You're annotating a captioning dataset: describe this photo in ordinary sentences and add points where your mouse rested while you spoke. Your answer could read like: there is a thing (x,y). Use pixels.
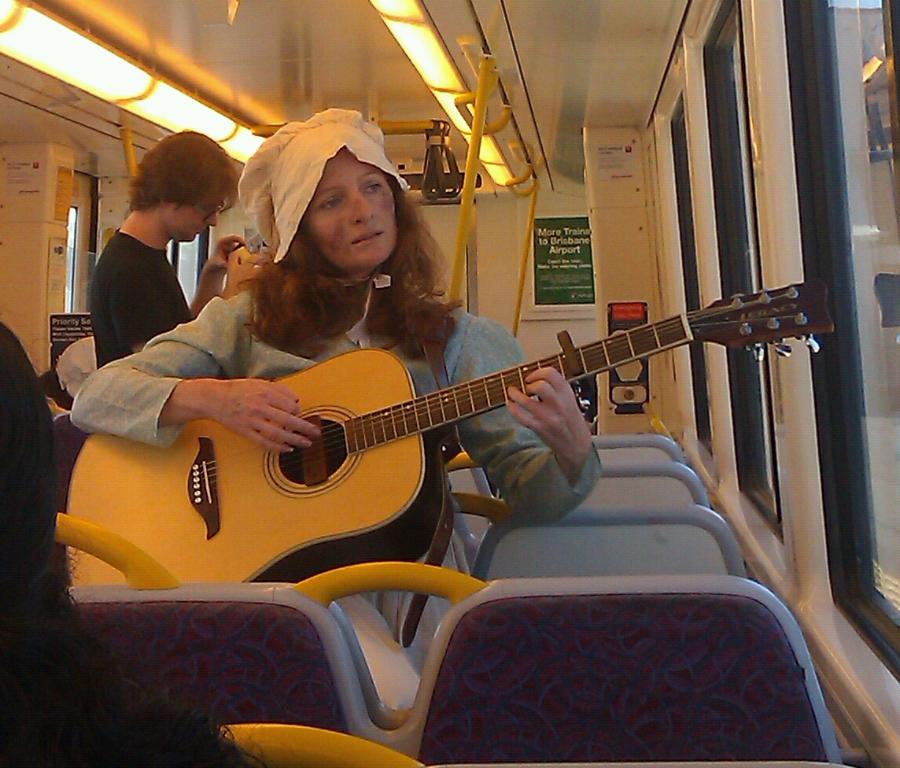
This is a picture of the inside of the train (235,223) in this image in the center (334,319) there is one woman (316,224) who is standing and she is playing guitar (450,398). Beside this woman (288,409) there is one man (130,239) who is standing and on the top (151,80) there are some lights (179,115) and in the bottom (656,575) there are some seats (600,683) and on the right side (855,92) there are some glass windows (688,186) and on the background (546,252) there is a poster (550,267).
